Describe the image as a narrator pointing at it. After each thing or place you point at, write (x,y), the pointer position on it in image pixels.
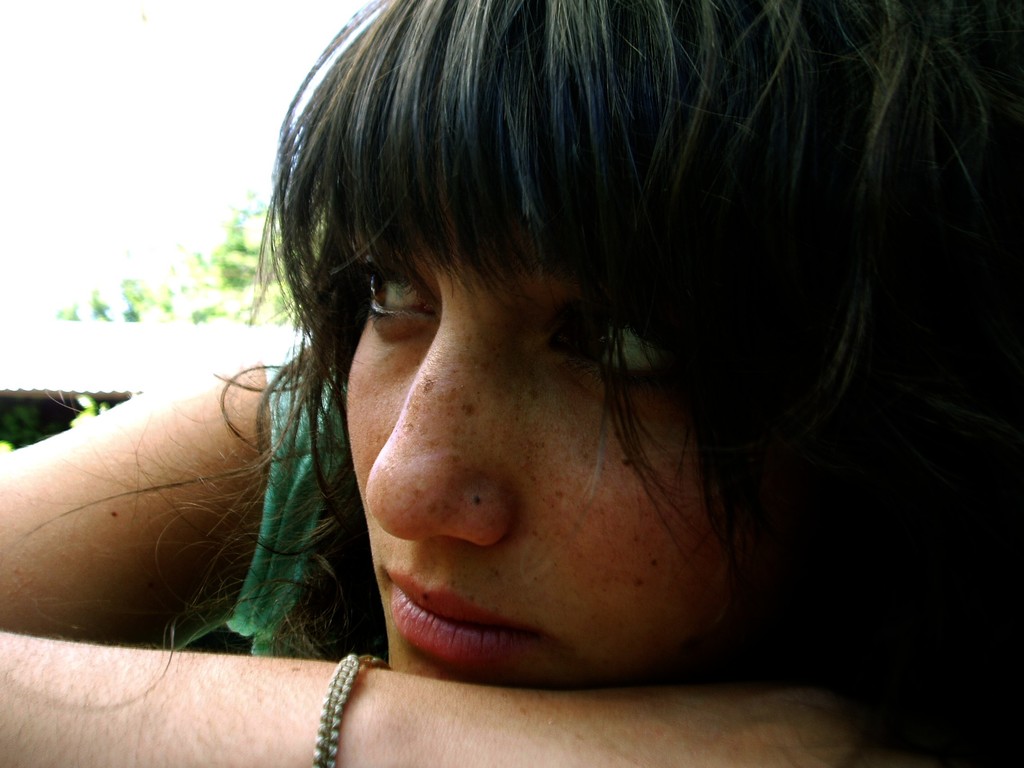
In the foreground of this picture (457,422), there is a woman face (497,580) and she is wearing a green dress (282,564). In the background (102,386), we can see shed (168,339) and trees (213,278).
